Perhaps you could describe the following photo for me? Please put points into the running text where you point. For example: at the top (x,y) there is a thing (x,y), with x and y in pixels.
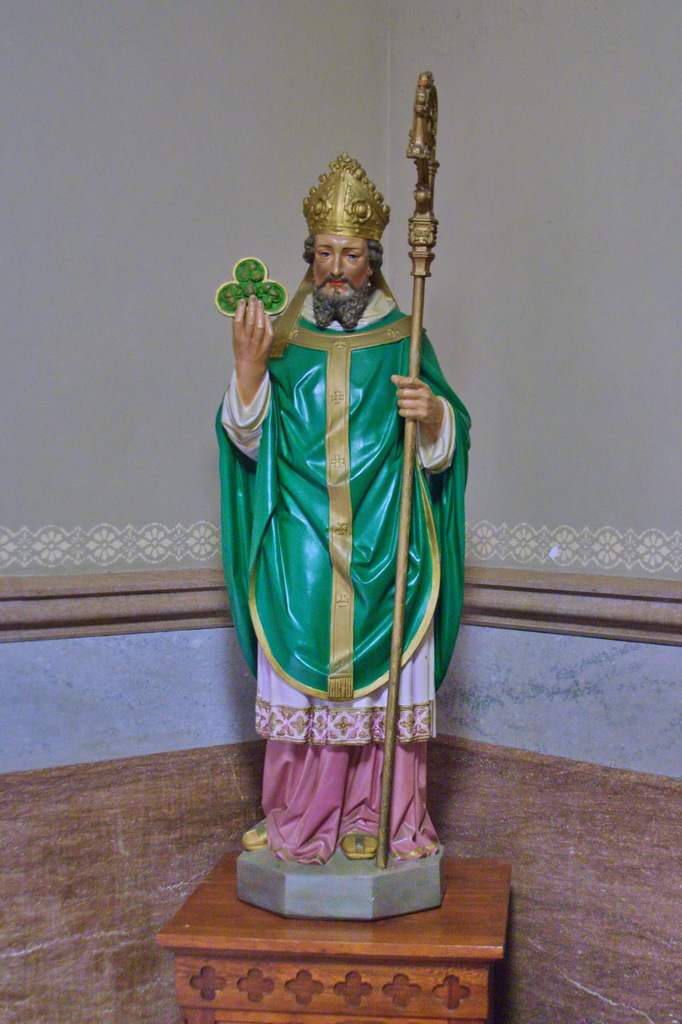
In this picture we can see the statue (295,438) of a person (325,667) holding objects (417,331) in the hands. We can see this statue (268,875) on a wooden object (276,933). There are walls (250,729) visible in the background (60,627).
